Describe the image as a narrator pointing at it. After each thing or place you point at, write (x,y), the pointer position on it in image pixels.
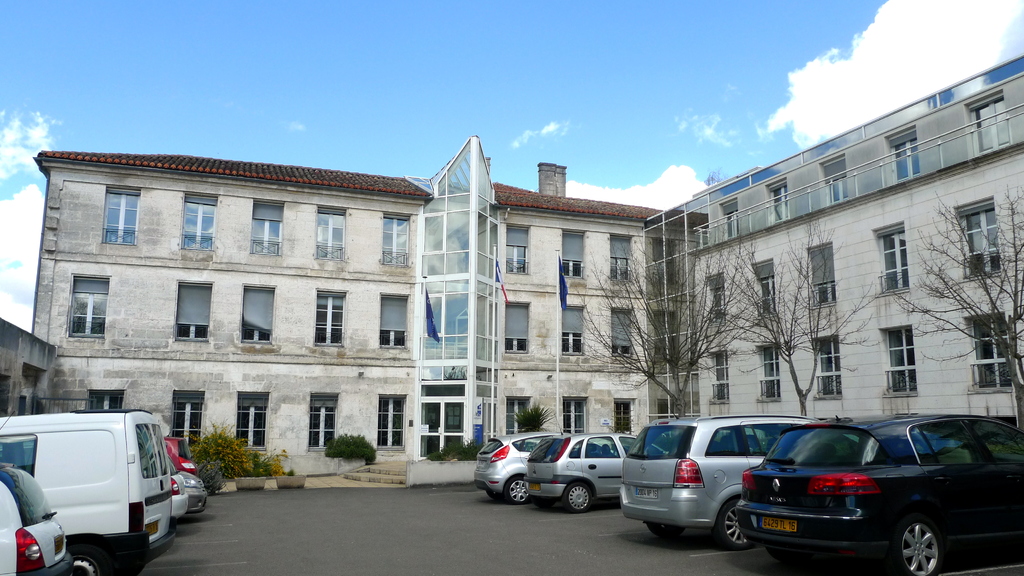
In this image I can see few buildings (406,280), windows (397,311), flags (505,293), dry trees (616,331), stairs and few vehicles (495,441) on the road (492,555). The sky (38,87) is in white and blue color.
